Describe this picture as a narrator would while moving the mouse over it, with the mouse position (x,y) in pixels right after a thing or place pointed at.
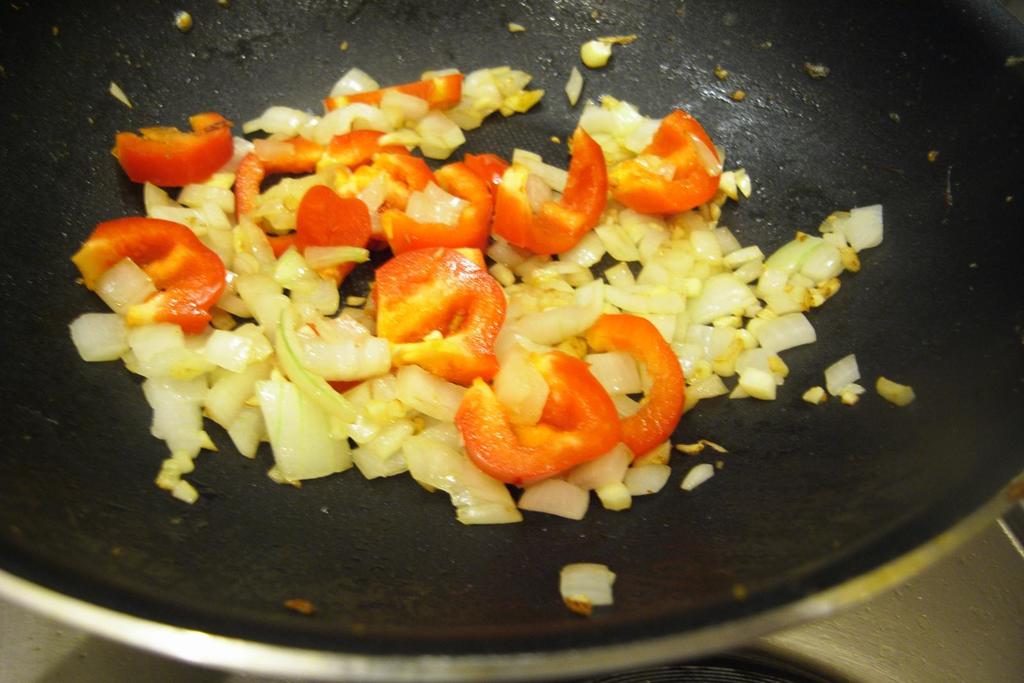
In this picture we can see some vegetable (449,349) like red bell pepper (567,393) and onion (531,413) is placed on the black fry pan (706,637).
